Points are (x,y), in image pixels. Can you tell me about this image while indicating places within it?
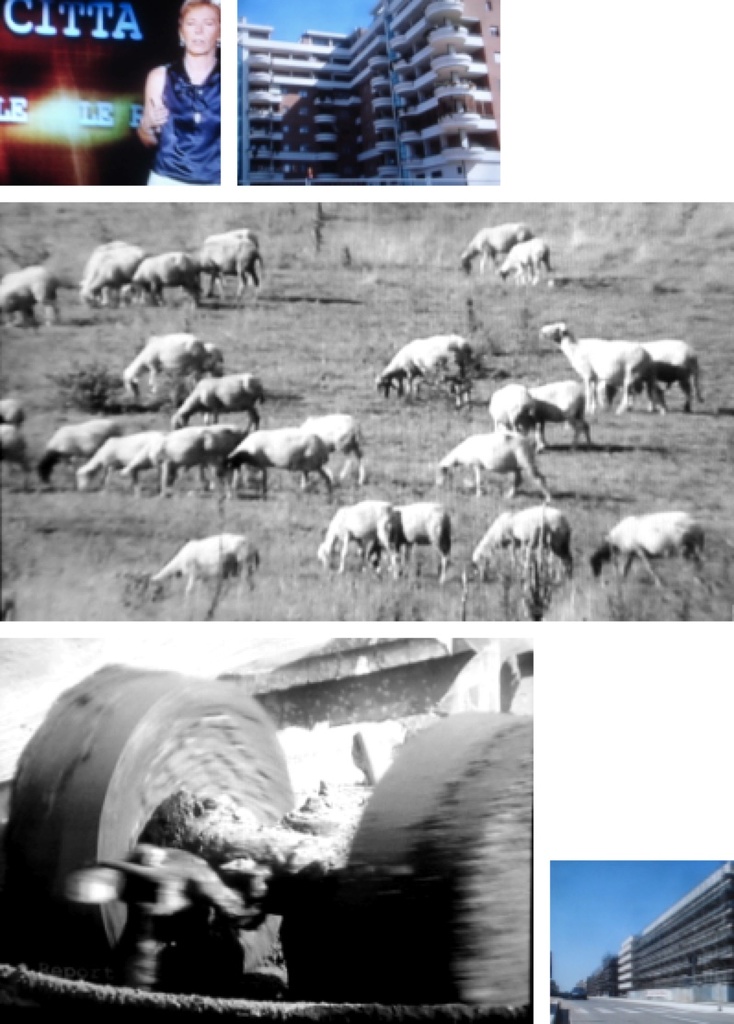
In this image we can see collage of buildings (676,954), person (179,63) and animals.
